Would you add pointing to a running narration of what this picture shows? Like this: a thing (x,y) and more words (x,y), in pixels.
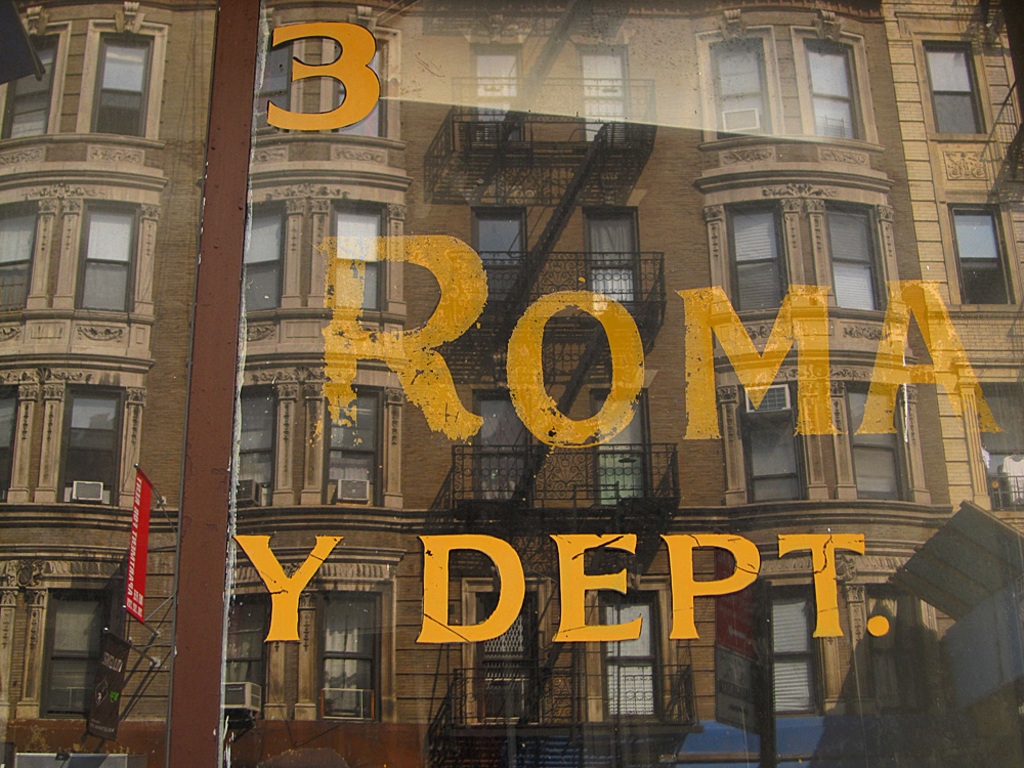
In this picture we can see building (701,172), windows (967,223), staircase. On a glass (683,381) there is something written. On the left side of the picture (146,616) we can see a red board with poles (110,629).
